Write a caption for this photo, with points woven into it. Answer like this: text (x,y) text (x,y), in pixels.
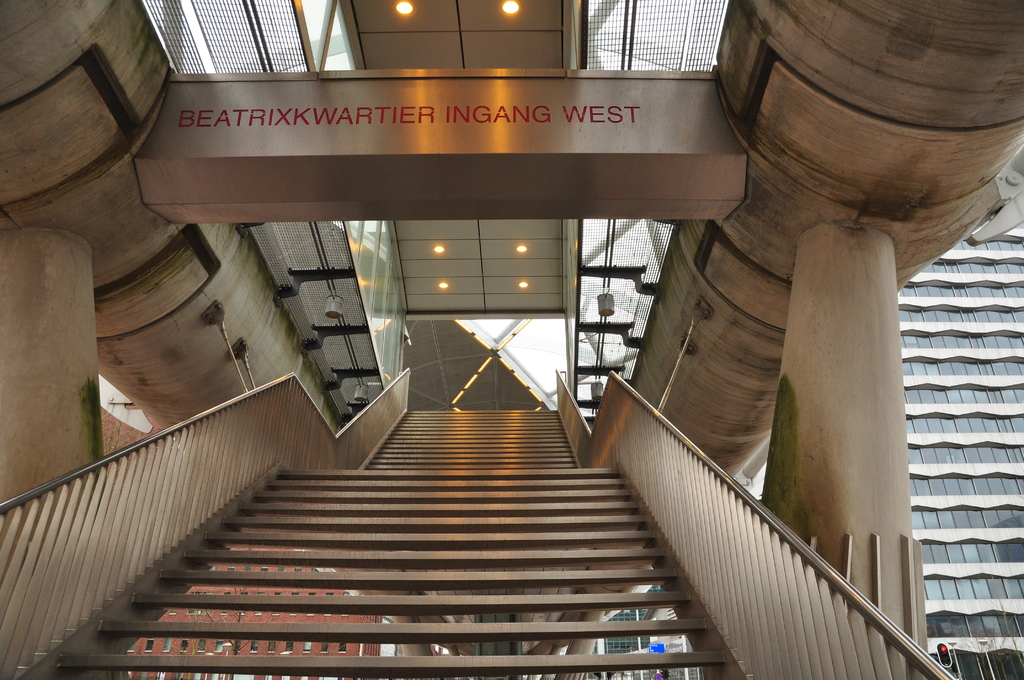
In this picture we can see an outside view of a building (742,380), where we can see pillars (790,484), lights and some objects (1006,227).
